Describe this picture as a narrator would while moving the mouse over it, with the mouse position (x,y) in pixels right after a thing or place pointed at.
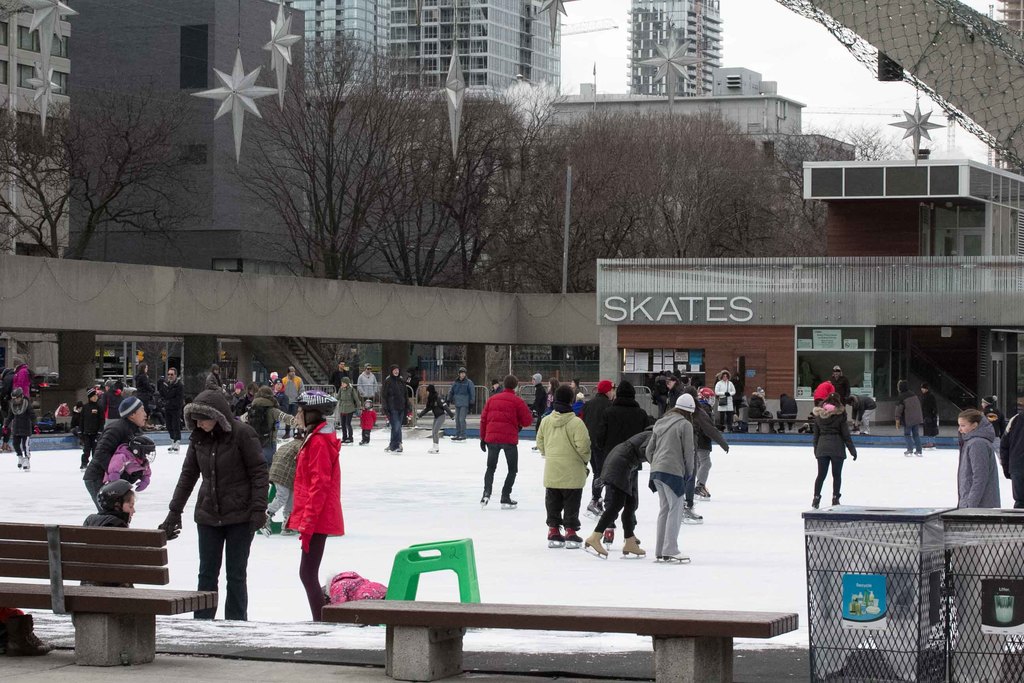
In this image I can see group of people (295,501) skating on the snow (540,595). In the background (767,381) I can see the stall (782,385), few glass doors (851,380), few trees (601,166), buildings (437,45) and the sky (771,57) is in white color.
